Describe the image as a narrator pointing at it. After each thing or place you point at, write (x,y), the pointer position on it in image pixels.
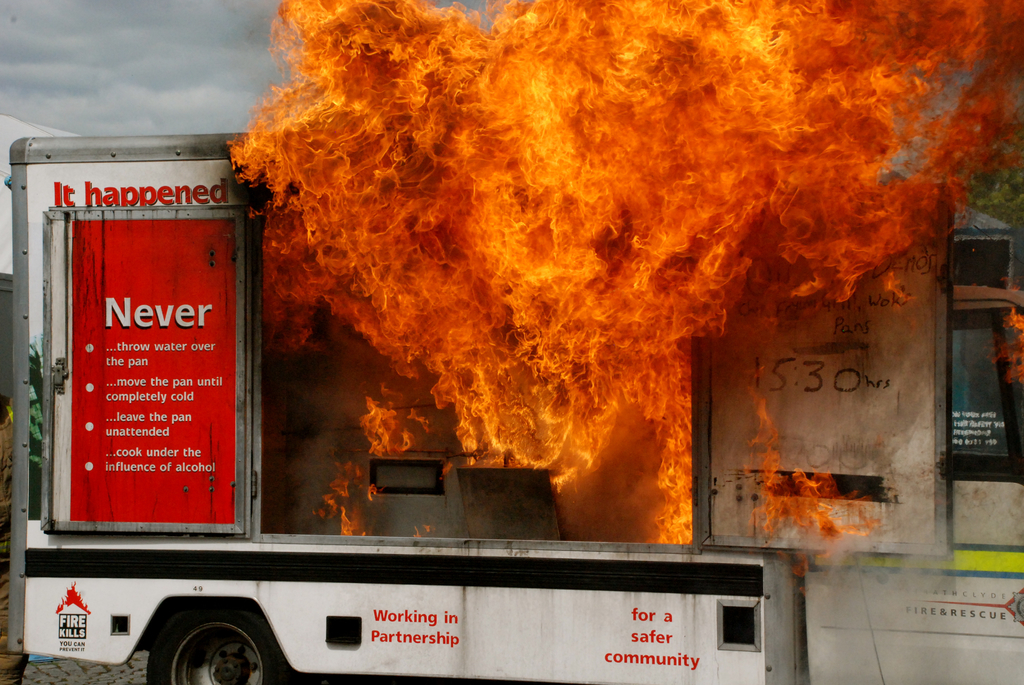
In the image we can see there is a vehicle (375,455) which has caught fire (573,285).
